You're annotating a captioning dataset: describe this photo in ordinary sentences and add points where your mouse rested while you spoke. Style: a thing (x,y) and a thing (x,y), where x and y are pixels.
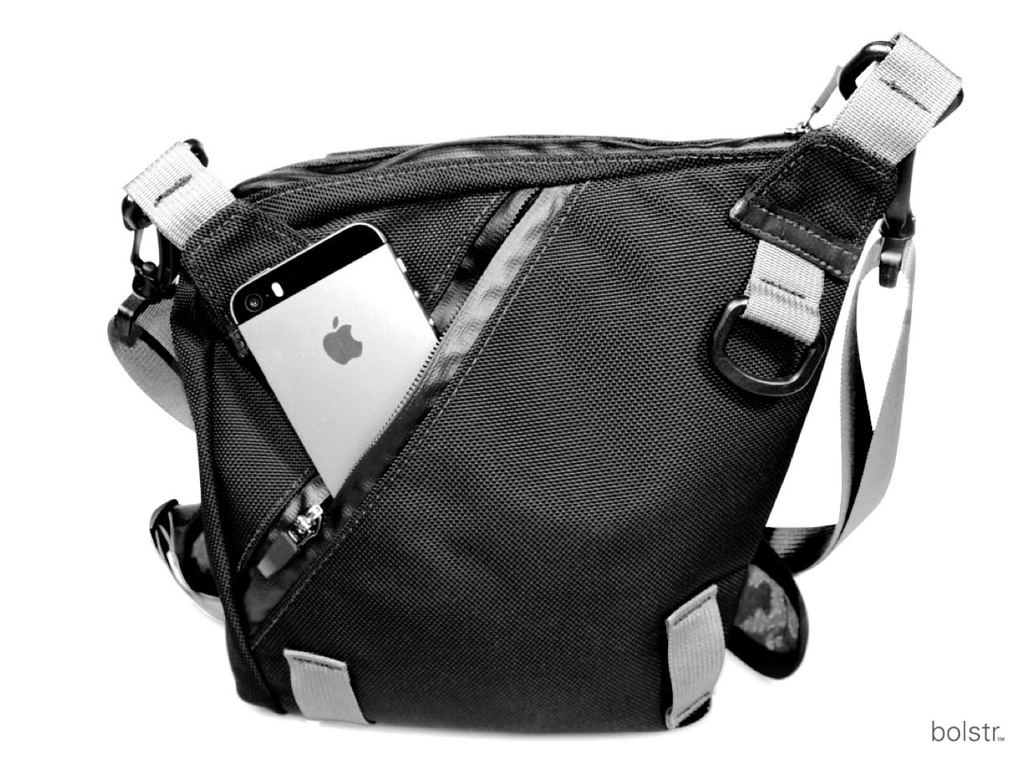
It's an iPhone (325,282) in a black colored bag (451,465).
